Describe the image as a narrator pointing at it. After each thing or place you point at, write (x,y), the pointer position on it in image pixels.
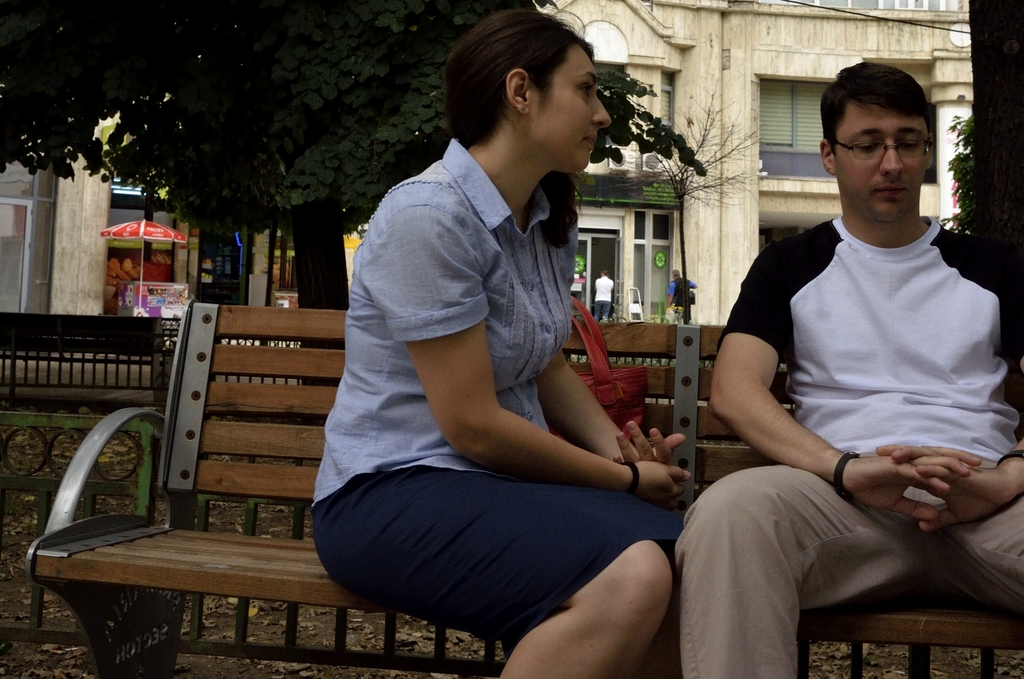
In this picture we can see a man (839,377) and woman (378,318) sitting on a bench (690,333) and on bench (669,383) we have a bag (632,401) and in the background (163,107) we can see tree (222,168), umbrella (148,232), building (603,185) with windows (647,244), some persons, fence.
